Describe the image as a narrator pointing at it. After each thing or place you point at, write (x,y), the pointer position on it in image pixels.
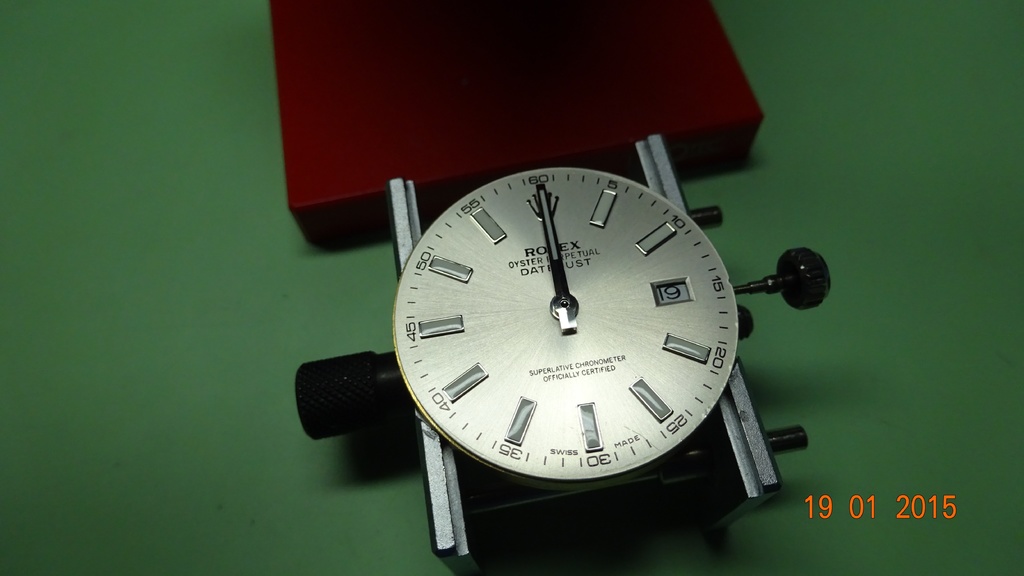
In this image I can see the clock (465,304) on the green color surface (174,324). To the side I can see the red color object (317,105).
